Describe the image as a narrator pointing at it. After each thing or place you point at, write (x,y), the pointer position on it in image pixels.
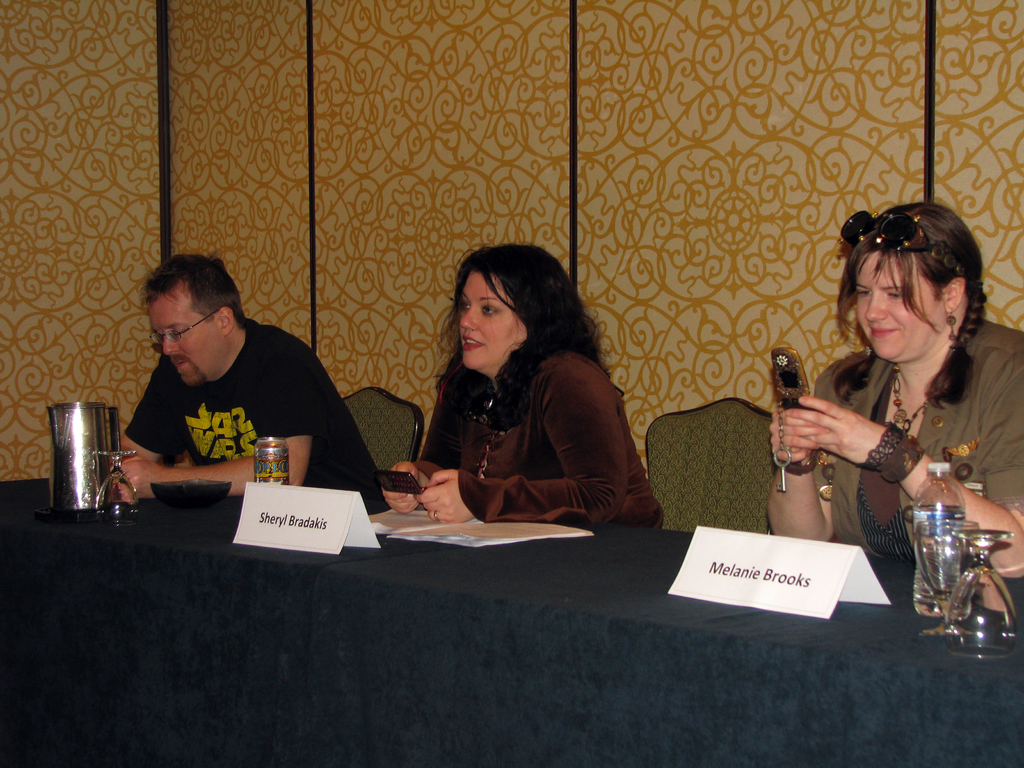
In this image we have a man (279,426) sitting in the chair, a woman (475,259) sitting in the chair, another woman (895,526) sitting in the chair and in table (413,542) we have a name board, tin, jug (86,428), glass (120,461), a book (454,540) and a bottle (934,485) and background (450,46) we have a wallpaper (693,258).
